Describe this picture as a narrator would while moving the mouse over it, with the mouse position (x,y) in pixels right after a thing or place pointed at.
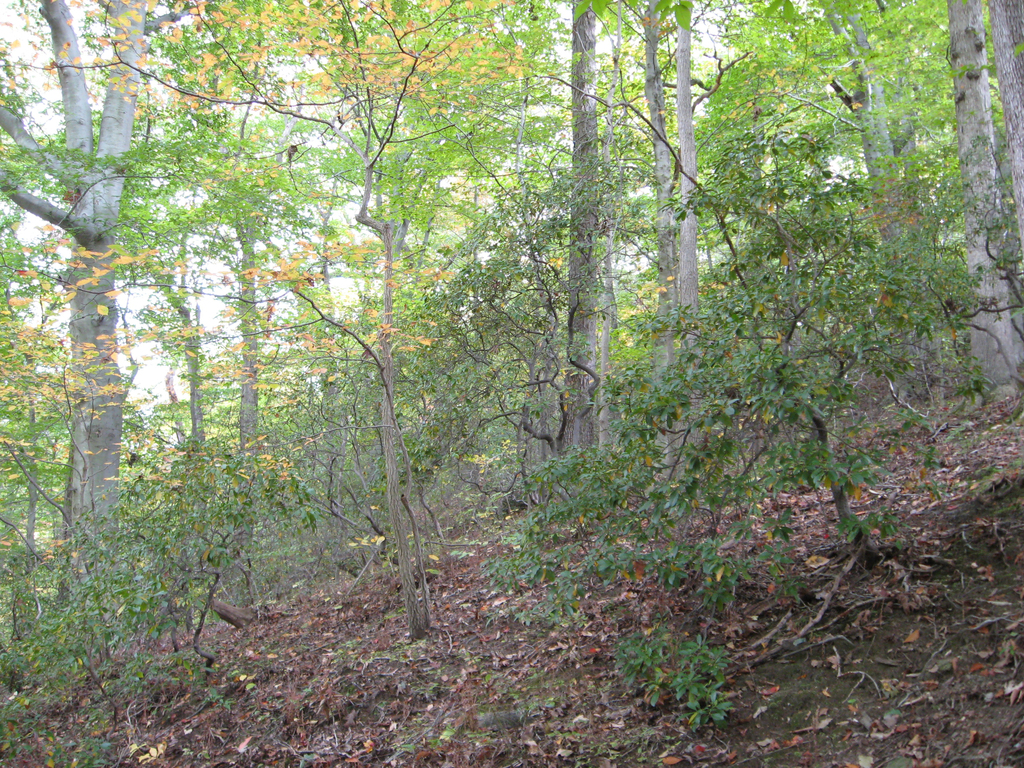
In this picture I can see there is some soil (462,623) and leaves (561,695) on the floor (386,683) and there are plants (55,677) and trees (482,196) in the backdrop (458,199). The sky (179,193) is clear.
